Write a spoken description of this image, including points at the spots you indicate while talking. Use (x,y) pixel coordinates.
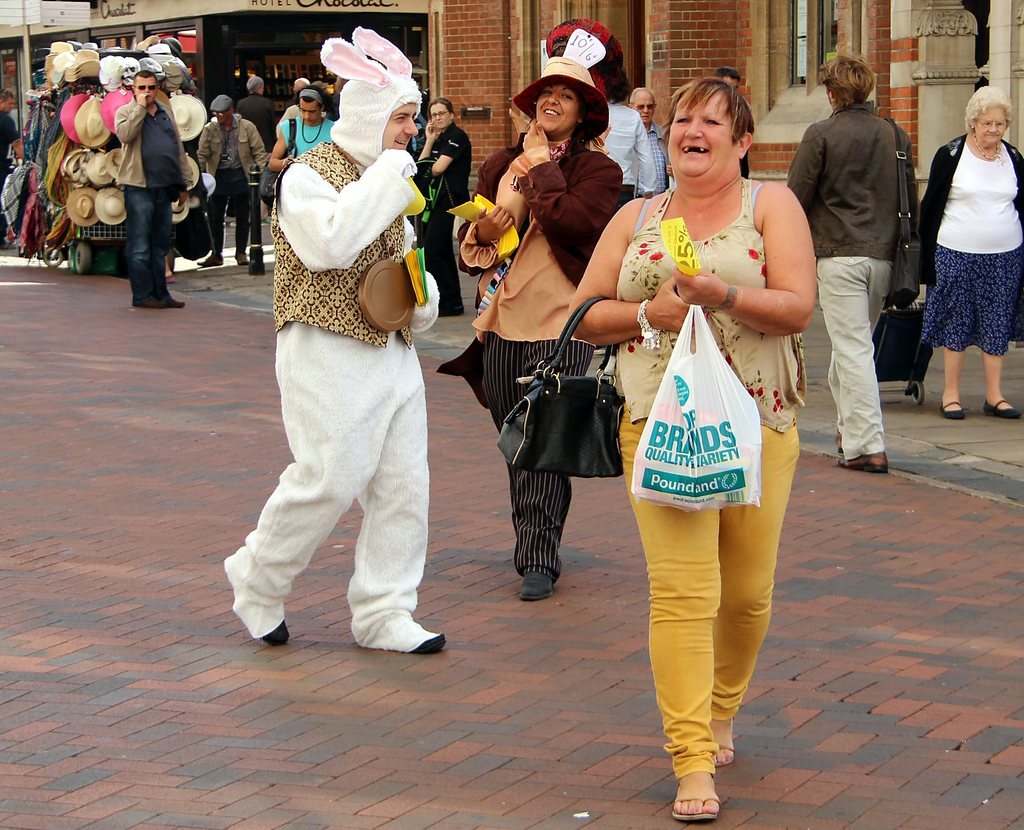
In this picture there are group of people (484,398) walking. At the back (107,223) there are hats (107,175) and dresses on the vehicle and there are buildings (55,32) and there is text (116,6) on the wall (443,3). At the bottom (947,756) there is a road (486,528). In the foreground (567,129) there are three persons (624,281) walking and smiling.
